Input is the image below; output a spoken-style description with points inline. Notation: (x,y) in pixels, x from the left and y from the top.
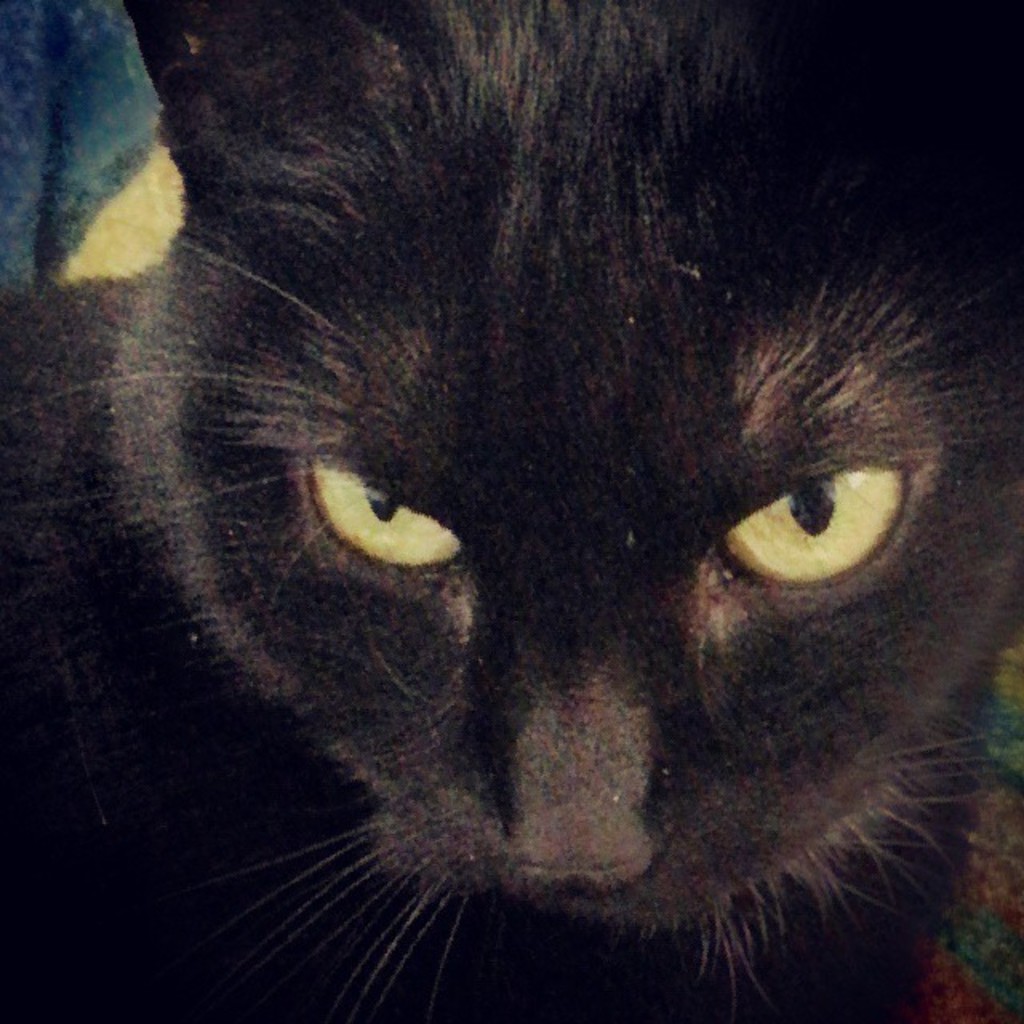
In the image we can see a cat (512,228), black in color.
